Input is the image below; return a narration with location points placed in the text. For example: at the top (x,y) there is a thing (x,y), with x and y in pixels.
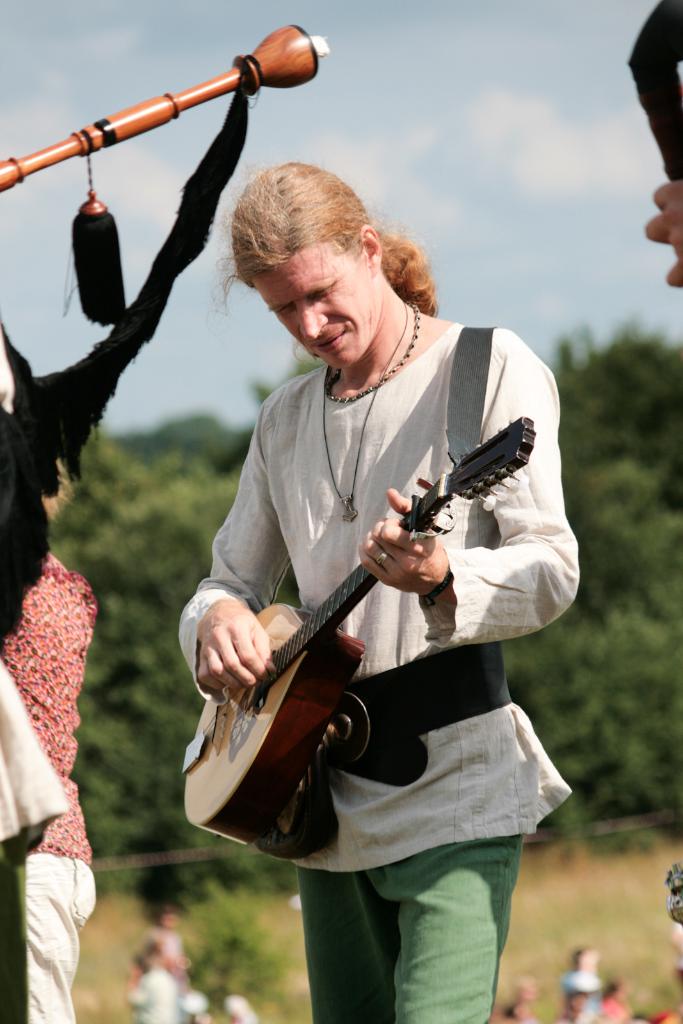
This image is clicked outside. There is a man (433,847) in this image playing a string instrument (190,761). He is wearing white shirt (312,541) and green pant (339,889). In the background (132,541) there are many trees (160,459) and sky (420,90) along with clouds (334,132).
